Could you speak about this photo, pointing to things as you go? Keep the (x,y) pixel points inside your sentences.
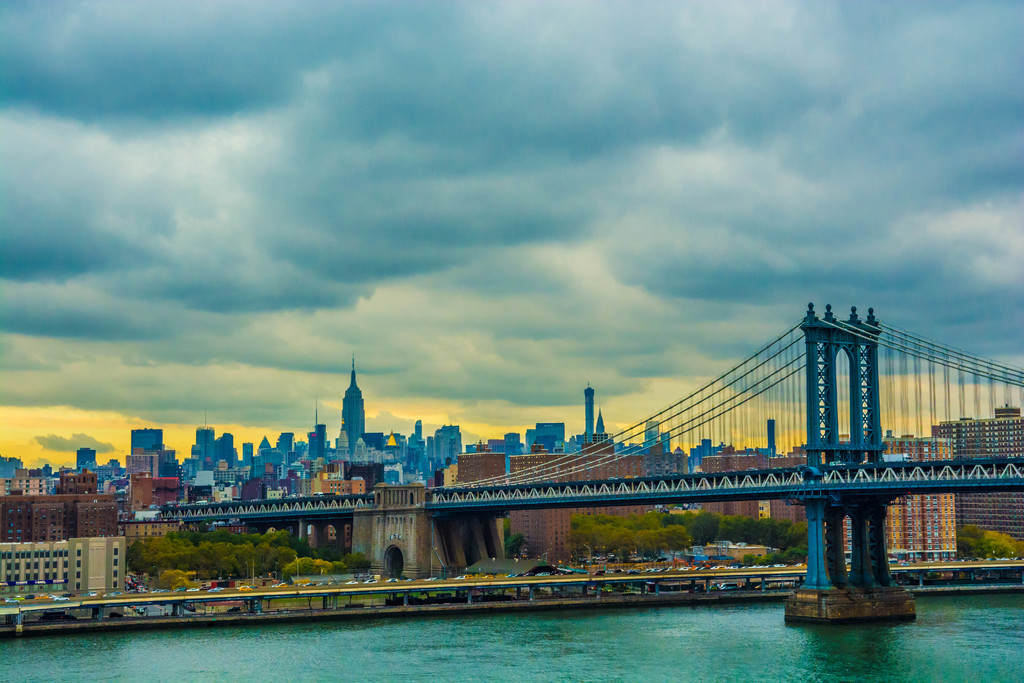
In this picture we can see a bridge (852,490), water (246,651), fence (778,573), trees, buildings (345,473) and in the background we can see the sky (505,106) with clouds (449,112).
